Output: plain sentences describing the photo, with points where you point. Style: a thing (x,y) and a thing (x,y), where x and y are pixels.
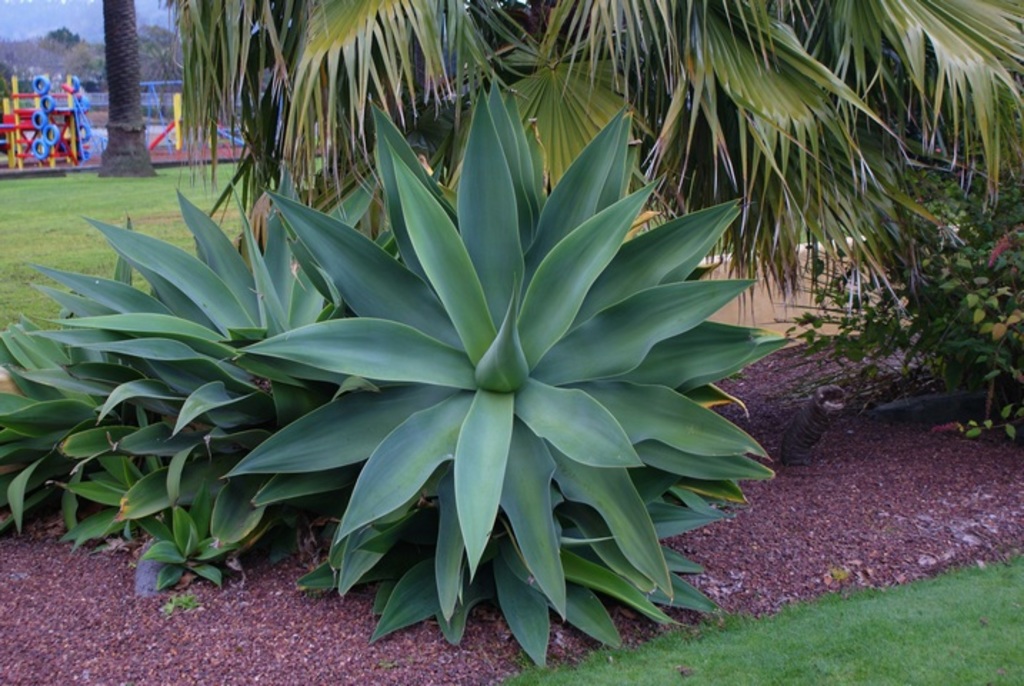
In this image there is the sky (78,9) towards the top of the image (45,18), there is a tree trunk (117,61) towards the top of the image (128,76), there is an object (60,117) towards the left of the image (68,129), there is grass (111,182) towards the left of the image (57,218), there is grass (843,651) towards the bottom of the image (868,635), there are plants (513,204), there is soil (198,668), there is an object (812,415) in the soil (813,380).
